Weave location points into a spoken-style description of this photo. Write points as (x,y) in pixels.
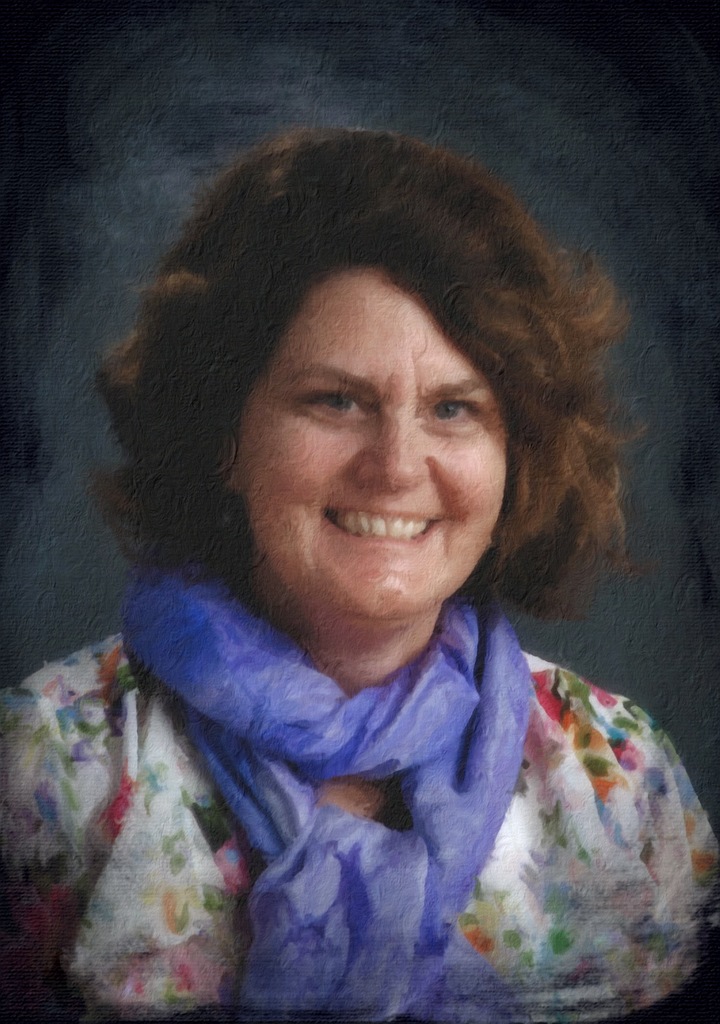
This is a painting of a woman (367,442).
